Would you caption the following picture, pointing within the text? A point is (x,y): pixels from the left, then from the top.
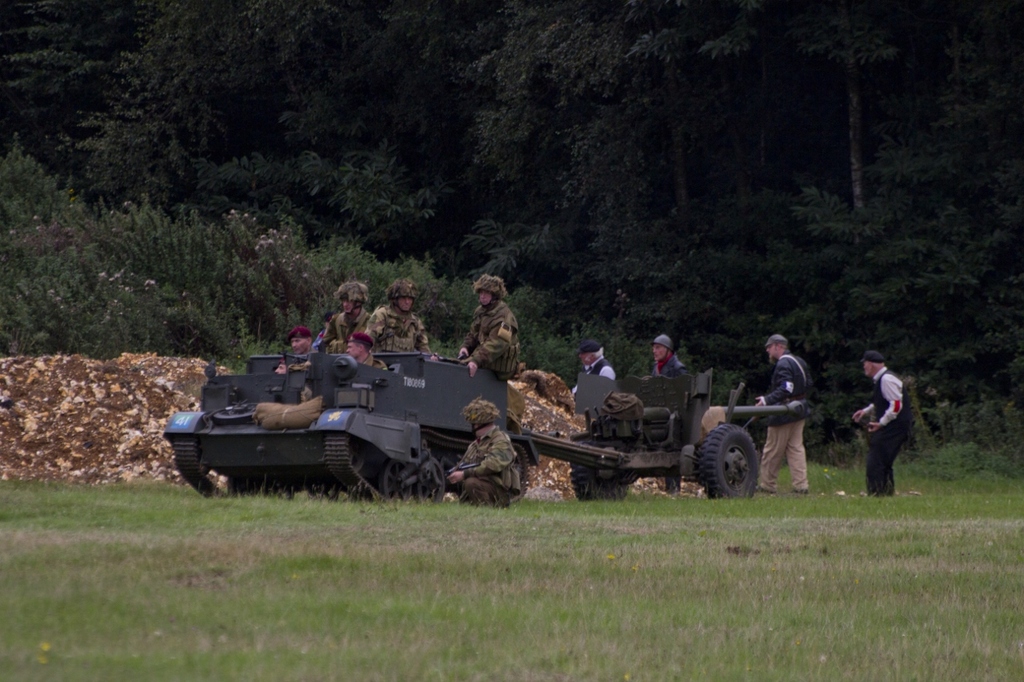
In the image there are few people (377,339) sat on tracked vehicle (388,414) and behind it there is artillery gun (723,417). In the background (753,206) there are trees (464,216), On floor (159,671) there is grass (594,585).
